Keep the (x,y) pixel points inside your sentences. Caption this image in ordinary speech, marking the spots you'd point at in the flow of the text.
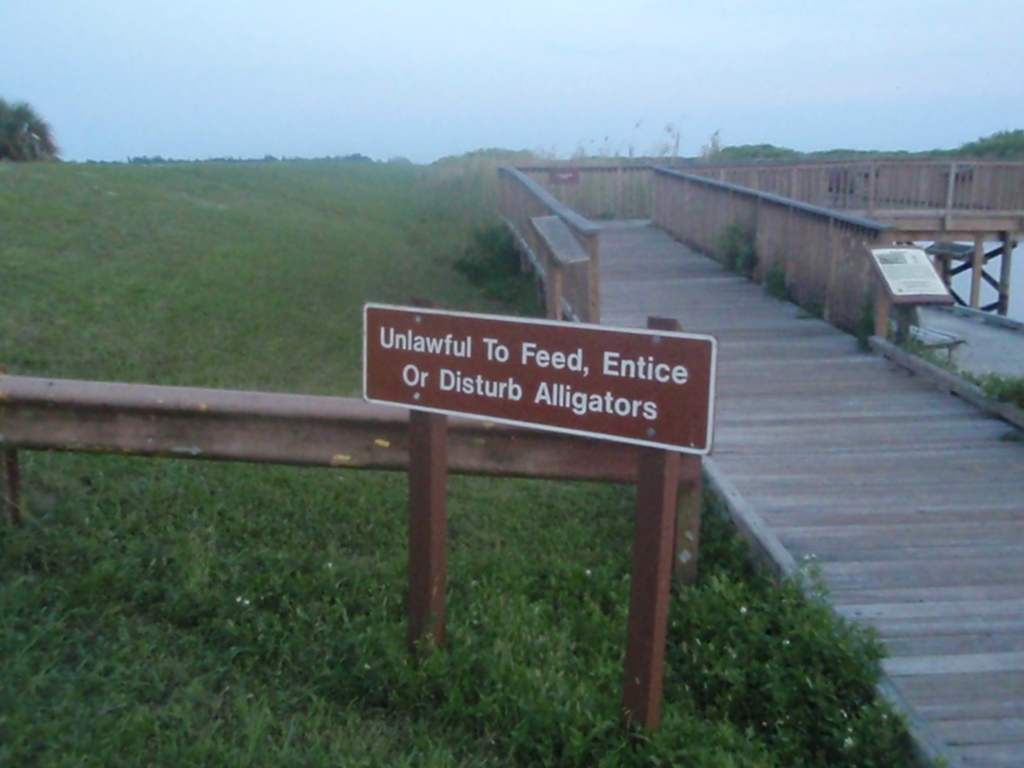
In this image in the front (227,692) there's grass (424,711) on the ground (462,707). In the center (493,408) there is a board (530,362) with some text (623,359) written on it and on the right side (709,264) there is a walkway (724,322) and there is a board (915,286) with some text (904,282) written on it. In the background (1006,155) there are trees (801,156).
